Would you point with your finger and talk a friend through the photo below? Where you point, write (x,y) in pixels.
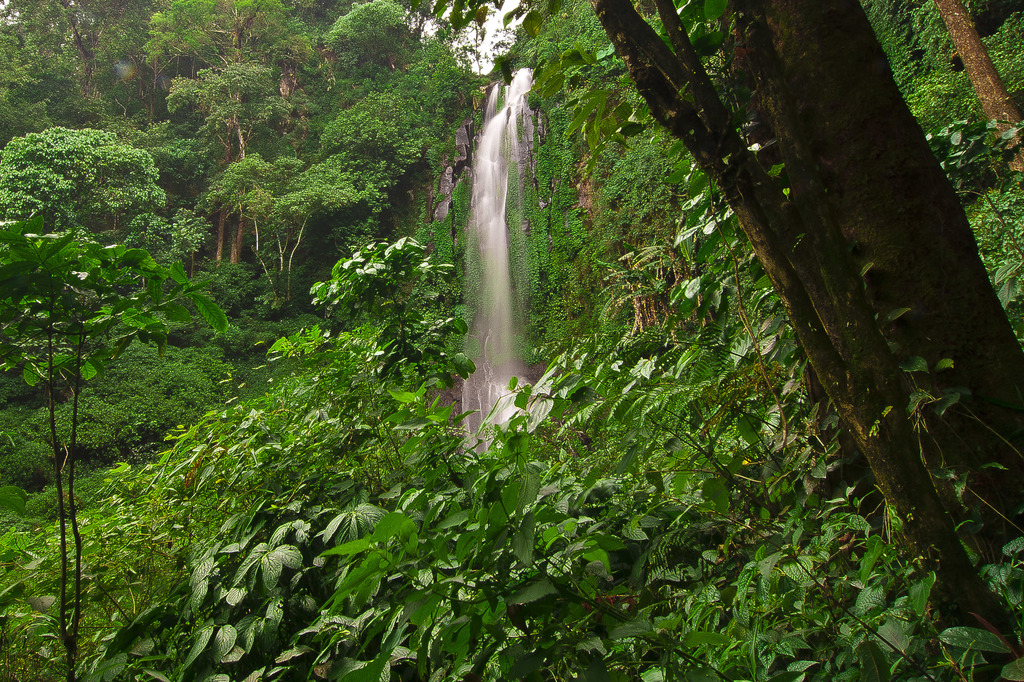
This picture might be taken in a forest (650,263) in this picture, in the center (502,255) there is one water fall (487,263) and in the foreground (714,339) and background there are some trees (356,164).
